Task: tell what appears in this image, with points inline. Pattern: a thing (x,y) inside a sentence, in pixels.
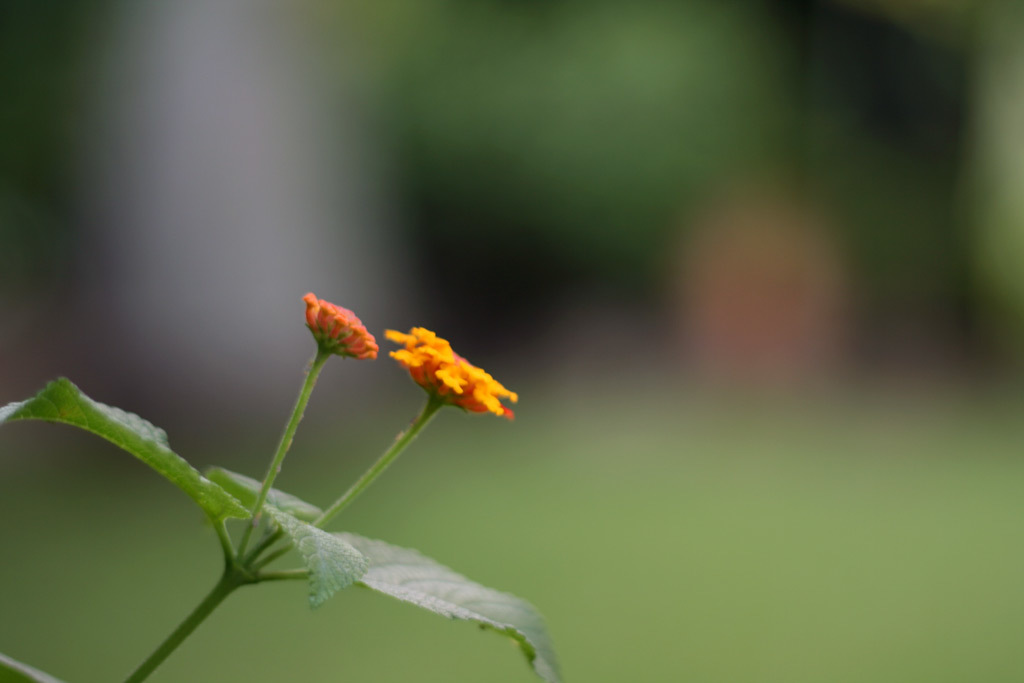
This picture consists of flowers (483,396) and leaves (124,434) and stem (200,620) and background (336,420) is blurry.
